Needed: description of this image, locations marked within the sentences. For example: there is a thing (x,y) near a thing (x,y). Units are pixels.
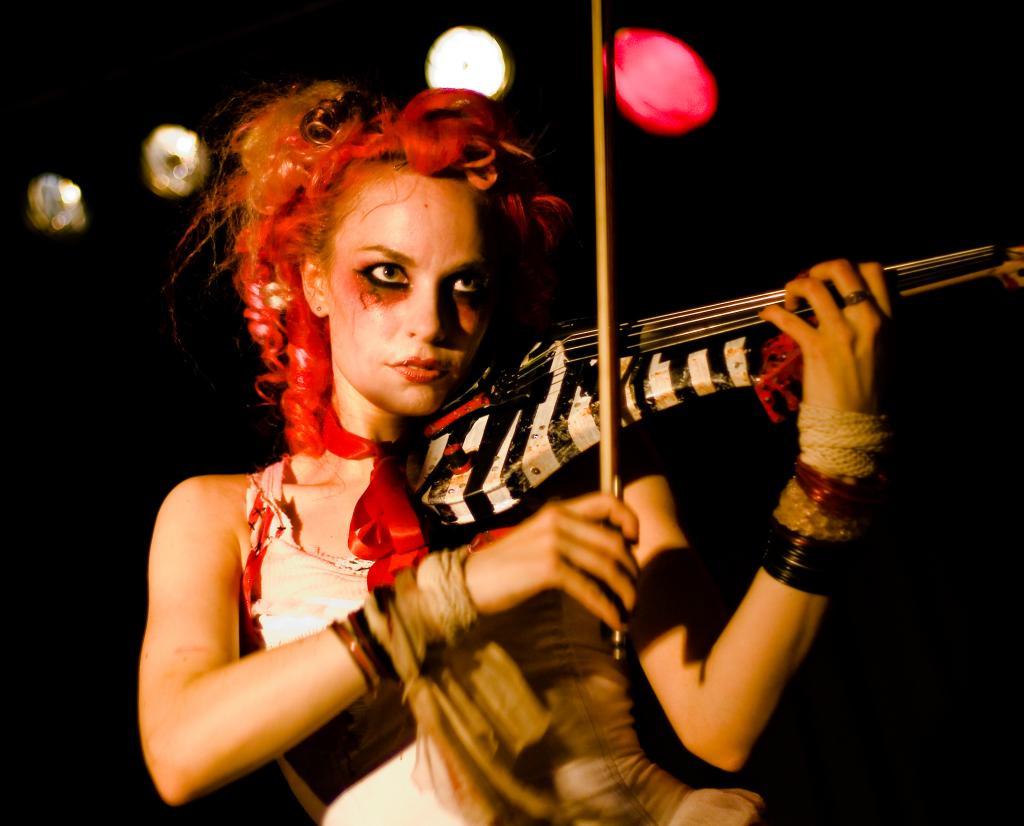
This is the picture of a woman (377,668) in white dress (341,609) holding a music instrument (702,362) and the woman (419,639) is in fancy dress (497,753). Behind the woman (380,416) is in black with lights (170,151).
